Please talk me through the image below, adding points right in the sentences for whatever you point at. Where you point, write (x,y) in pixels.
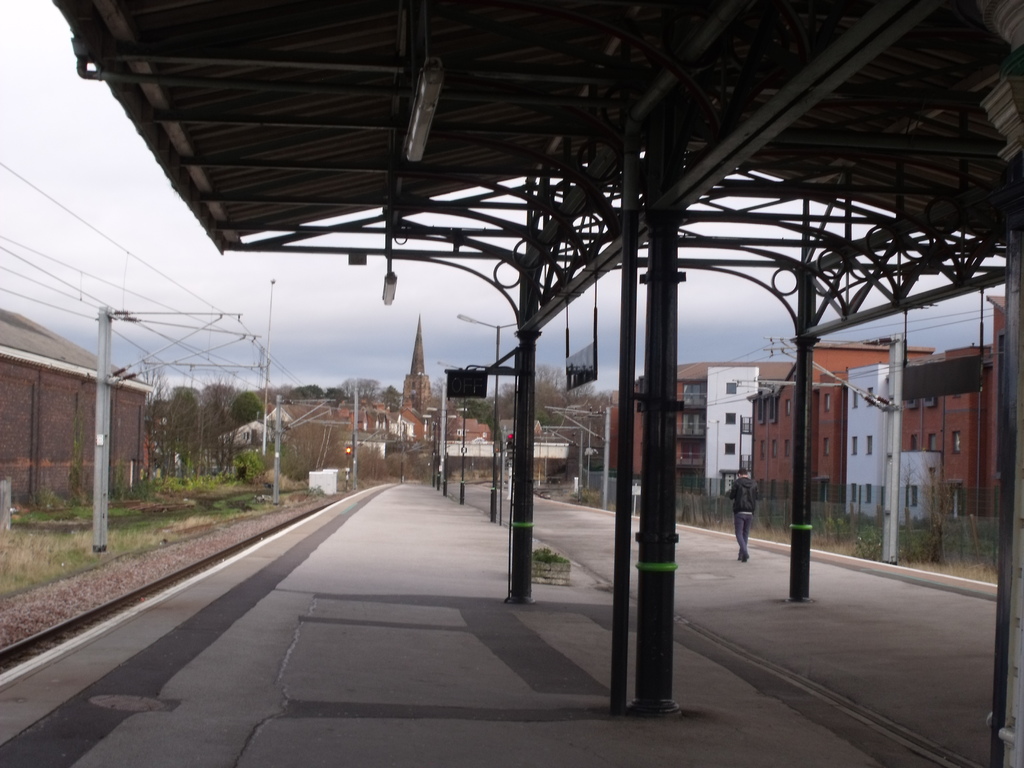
This picture is clicked outside. In the foreground (632,114) we can see the metal rods (683,183), roof (366,136), lights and a person (738,524) walking on the ground (767,595). On the left (102,586) we can see the railway track (113,611), cables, poles (277,470), grass (148,527) and in the background (129,432) we can see the sky (95,208), some houses (286,410), buildings (694,428), trees (559,420) and a spire (423,339) and light (460,315) attached to the pole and many other objects (477,394).
